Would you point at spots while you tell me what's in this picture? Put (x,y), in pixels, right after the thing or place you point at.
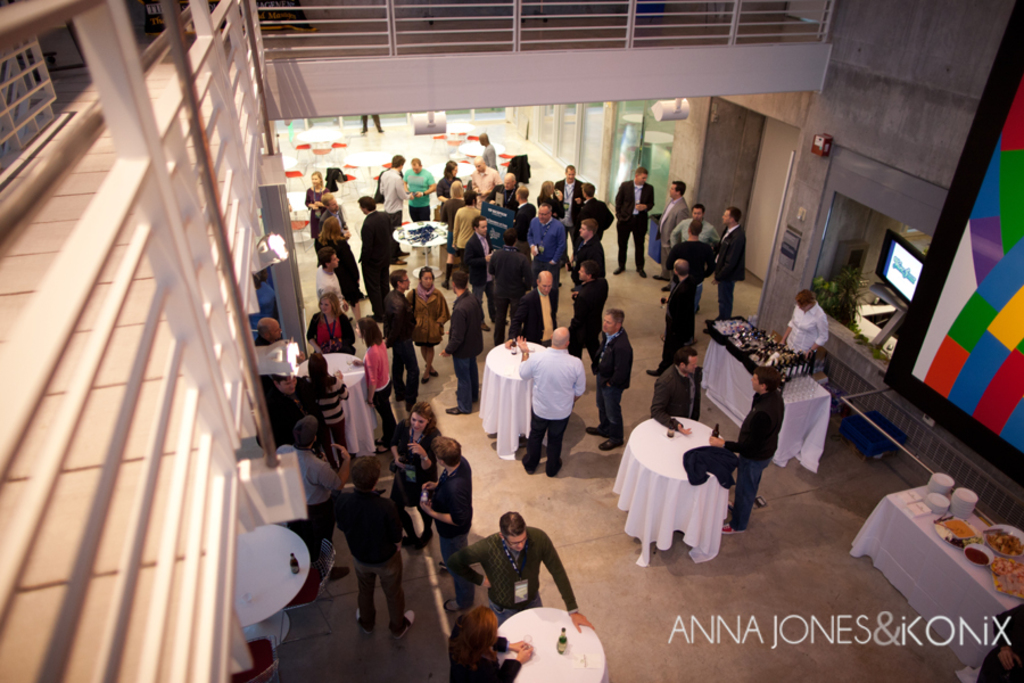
Here we can see some persons (522,287) are standing on the floor (809,614). These are the tables (735,407). On the table (677,509) there are bottles (769,361), plates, and some food (1003,538). This is floor (789,579). Here we can see a screen (915,276) and this is wall (957,93). And there is a door (771,180).
